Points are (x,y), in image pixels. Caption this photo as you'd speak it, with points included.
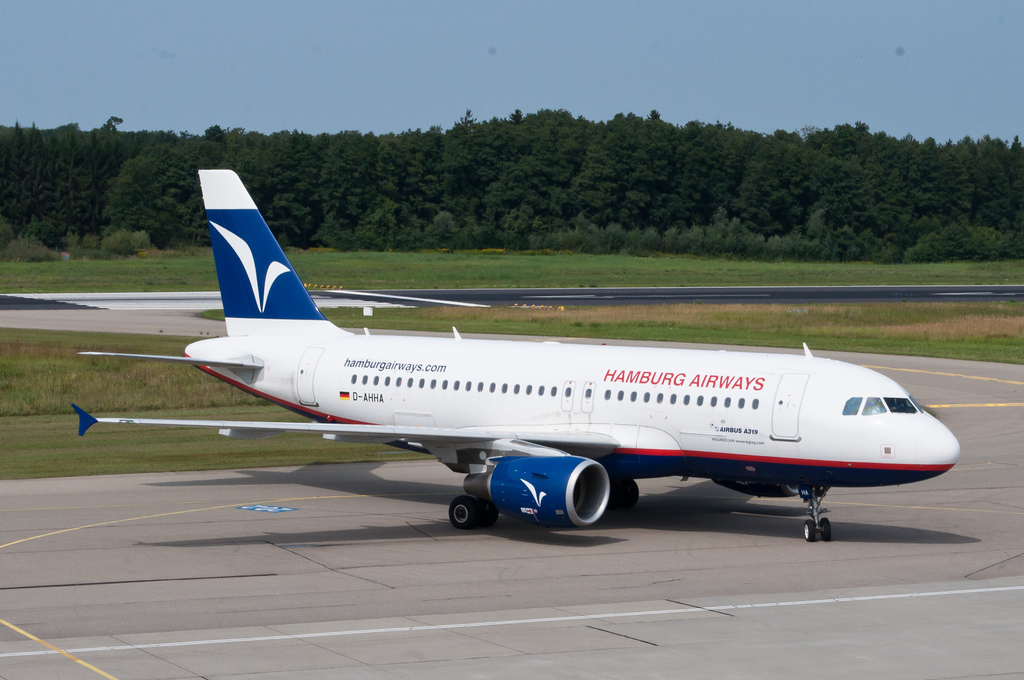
In this picture I can see a plane (556,428) on the run way (602,528), around I can see some trees (292,179) and grass (152,269).
